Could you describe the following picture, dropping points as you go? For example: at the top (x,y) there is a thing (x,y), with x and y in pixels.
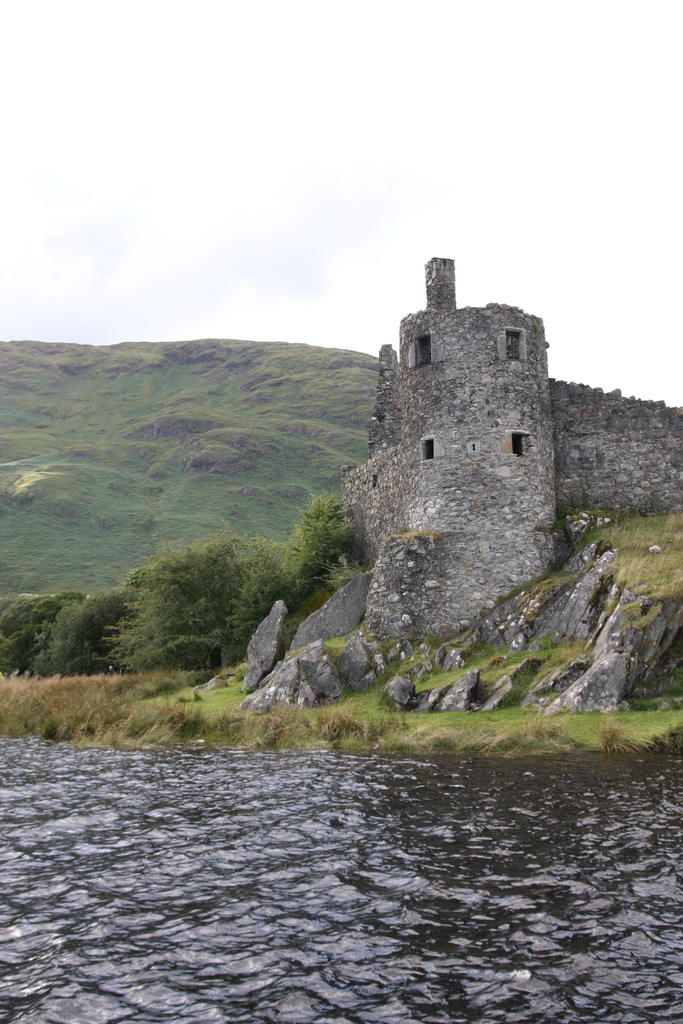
In this image in front (296,895) there is water (394,895). At the bottom of the image (161,698) there is grass (159,688) on the surface (168,679). At the center of the image (453,576) there is a rock structure (428,467). In the background of the image (314,523) there are trees (136,585) and sky (314,68).
